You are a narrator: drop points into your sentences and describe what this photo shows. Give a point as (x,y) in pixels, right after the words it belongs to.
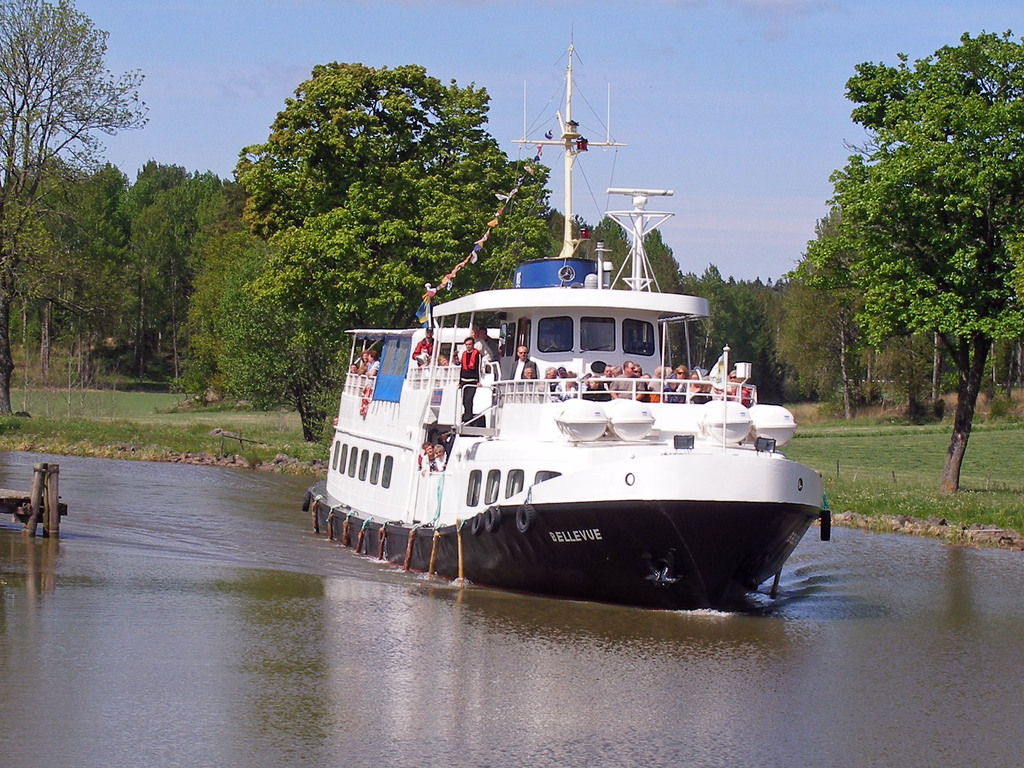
As we can see in the image there are few people (565,370) on boat (451,394). There is water (203,552), grass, trees (248,271) and sky (774,112).
